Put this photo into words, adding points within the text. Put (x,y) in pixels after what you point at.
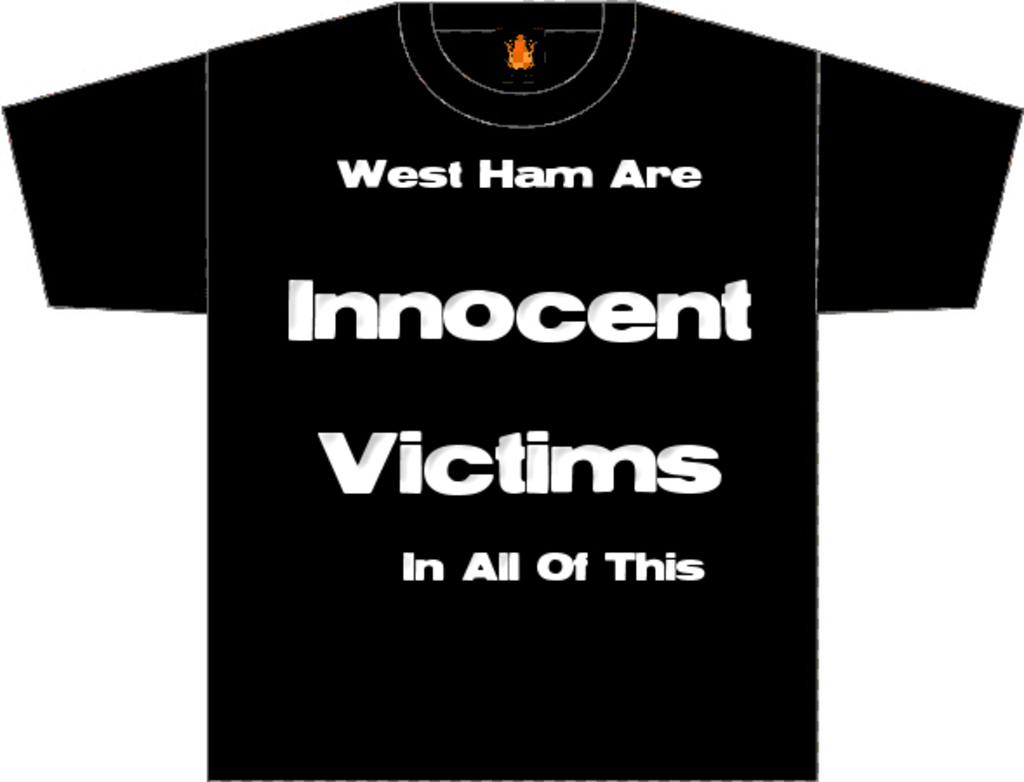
In this image, we can see a T-shirt (575,209) with some text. We can also see the white background (78,571).
